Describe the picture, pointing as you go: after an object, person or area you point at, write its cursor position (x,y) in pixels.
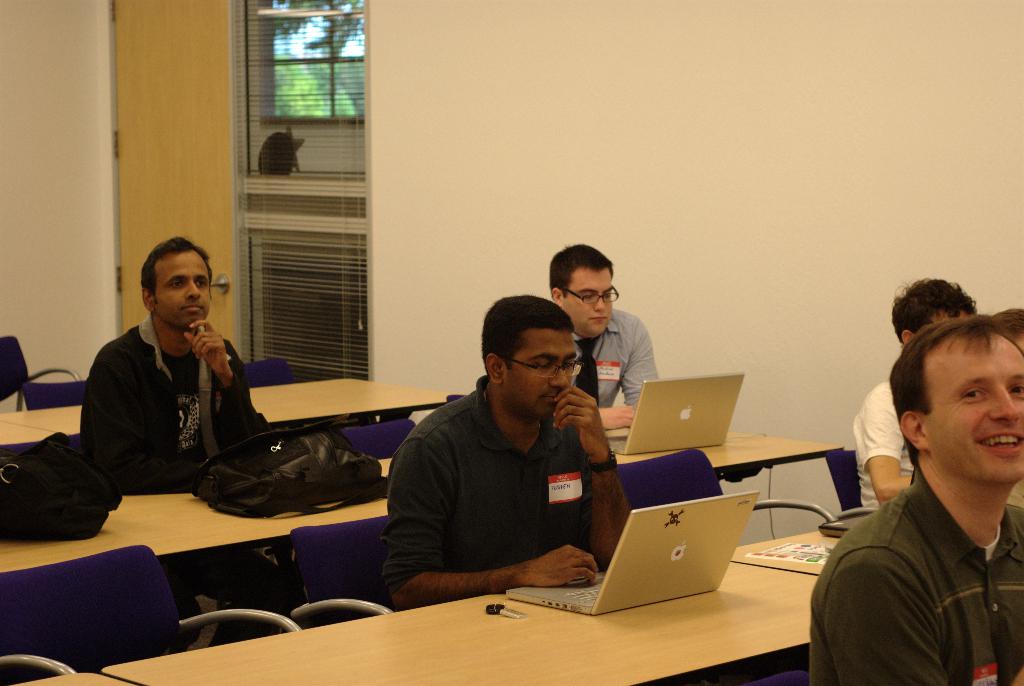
The picture is taken inside a room (807,115). There are few men (632,400) sitting in the chairs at table (430,612). There are laptops (648,540), backpacks (342,493) and file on the table (778,544). The man (173,422) at the left corner (210,449) is wearing a black jacket (210,449). The man (601,373) beside him is wearing a shirt (626,367), tie (590,357) and spectacles (607,293) and is working on a laptop (666,391). The man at the right corner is smiling. In the background (779,203) there is wall (595,107) and window blinds (350,137). Outside of the room (326,128) there are trees (323,110) which can be seen from the window (323,68).
